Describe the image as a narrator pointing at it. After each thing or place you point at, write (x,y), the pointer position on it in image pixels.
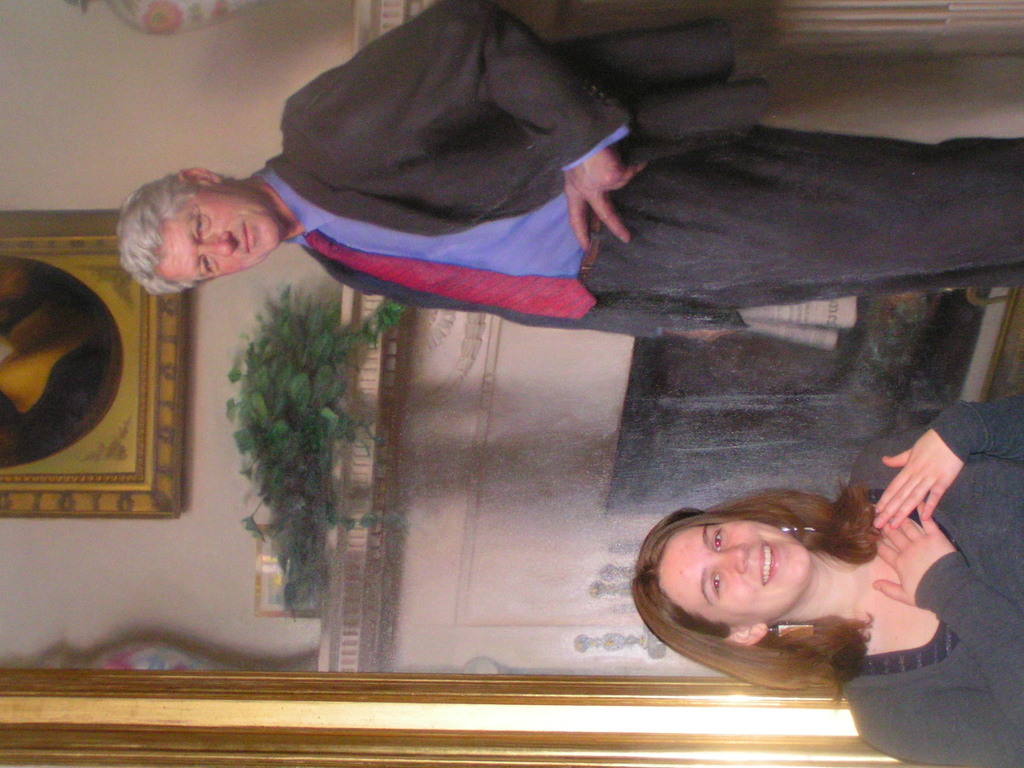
In this rotated image there is a girl (804,638) standing. Behind her there is a picture frame (225,588). In the picture frame (506,425) there is a man (429,265) standing. Behind the man (364,145) there is a wall (211,124). At the bottom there is a fireplace (645,417) to the wall (196,130). There are picture frames (69,402) hanging on the wall (230,130). On the fire place (366,386) there are house plants (284,540) and vases (180,21).
